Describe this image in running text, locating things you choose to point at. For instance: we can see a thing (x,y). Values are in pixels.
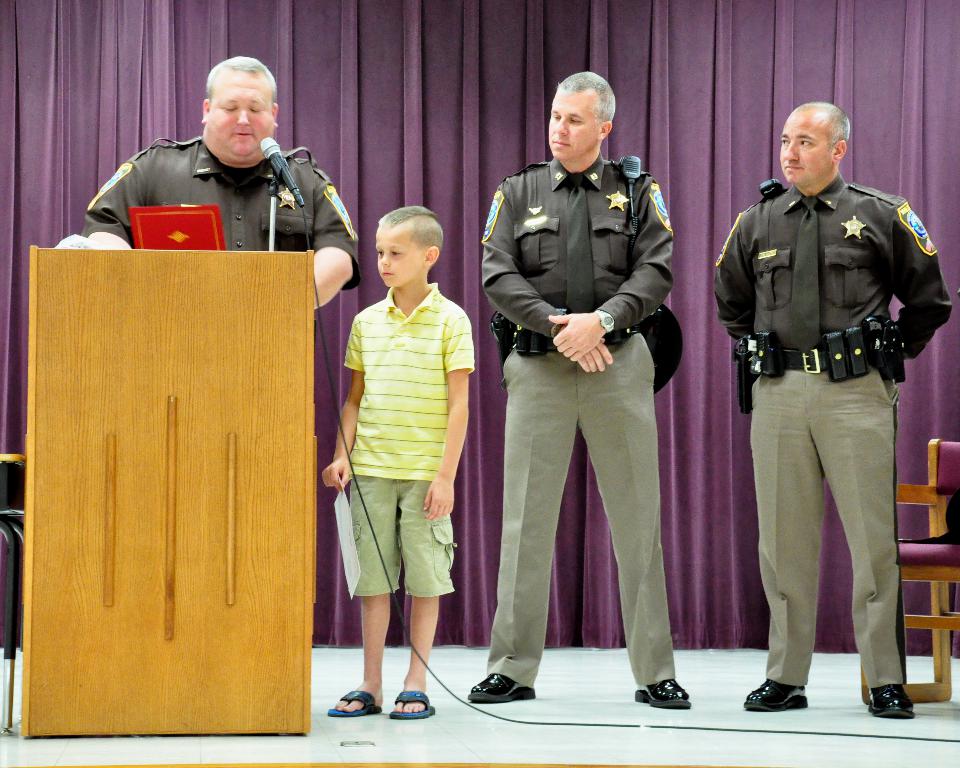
In the image we can see three men (566,360) standing, wearing the same costume (793,358) and two of them are wearing shoes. There is even a boy (377,441) standing, wearing clothes (370,424) and holding the paper (339,528) in his hand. Here we can see the podium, microphone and chairs (941,508). Here we can see the curtains (408,100) and the cable wire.
